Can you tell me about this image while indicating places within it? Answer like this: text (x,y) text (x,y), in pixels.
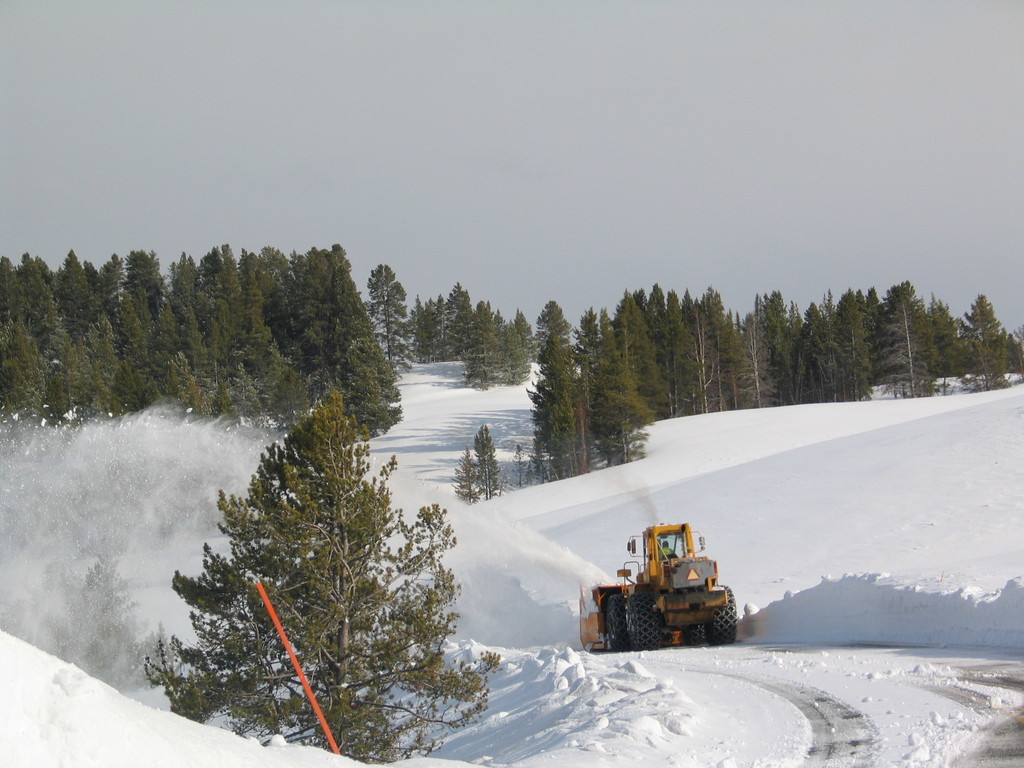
In this picture we can see a vehicle (684,560) in snow (894,440). There is a pole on the left side (326,736). We can see few trees (240,670) in the background (25,341).
